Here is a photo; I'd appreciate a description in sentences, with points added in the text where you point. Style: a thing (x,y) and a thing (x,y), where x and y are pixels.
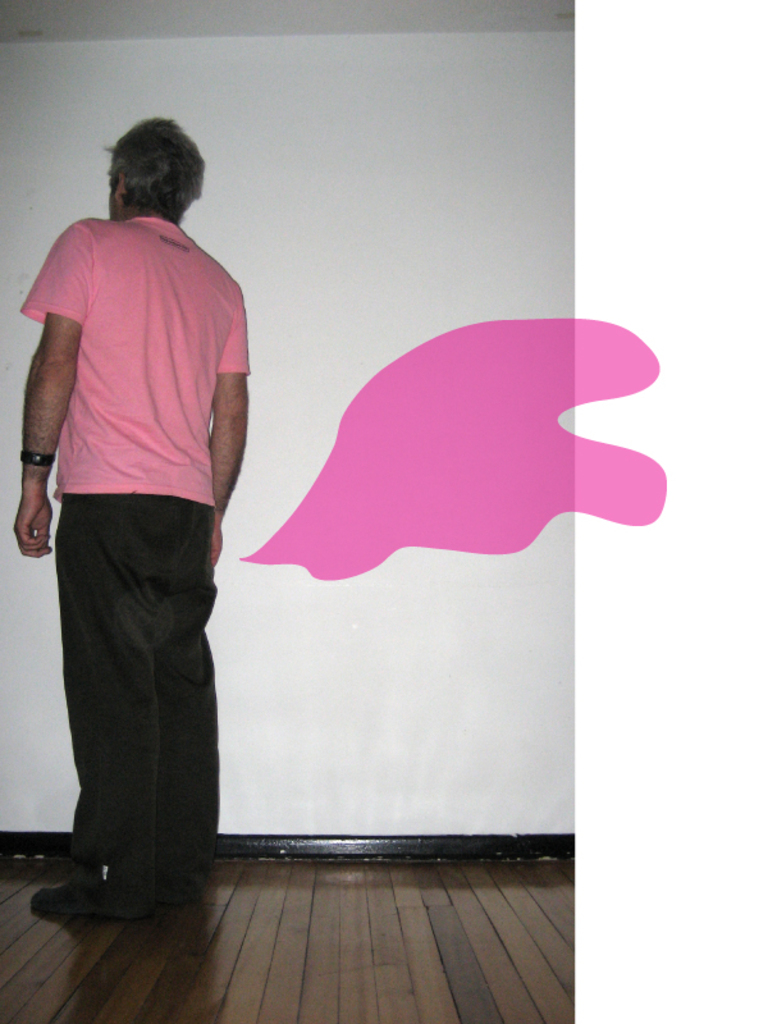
In this image I can see a man (145,433) is standing. Here I can see pink color. In the background (405,309) I can see a white color wall (333,276).
